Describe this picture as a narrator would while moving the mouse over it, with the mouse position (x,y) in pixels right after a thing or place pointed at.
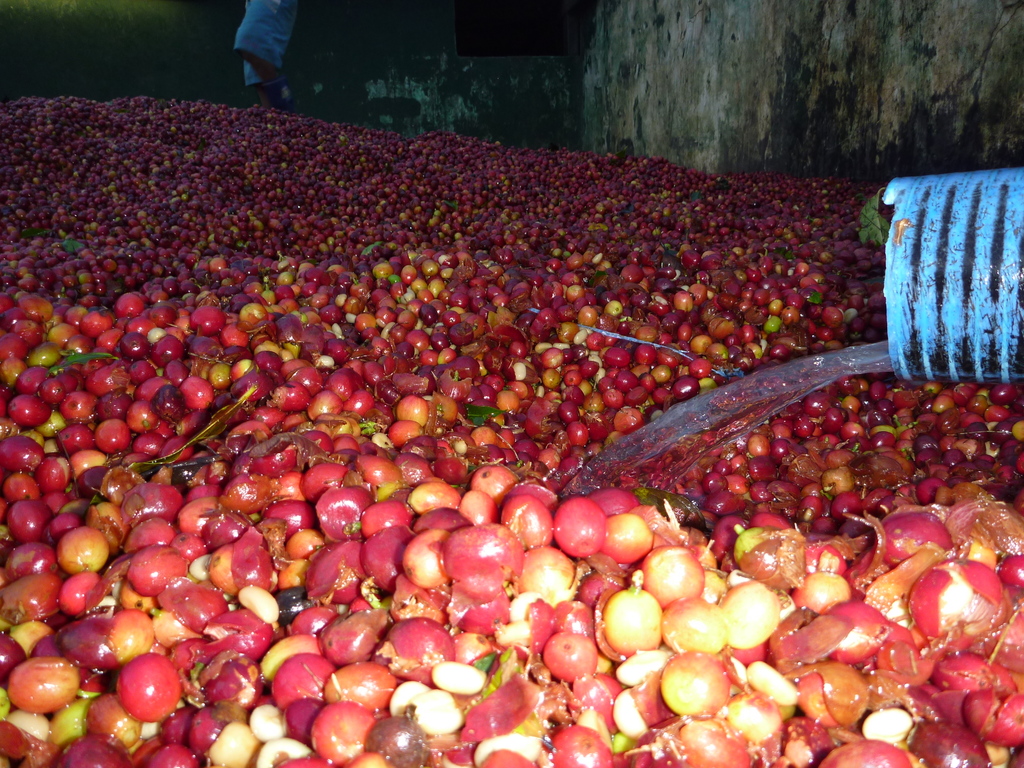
In this image we can see fruits (373,357). On the right (926,370) there is a pipe (948,365) and we can see water (622,478). In the background (500,108) there is a wall (459,99) and we can see a person (274,52).
